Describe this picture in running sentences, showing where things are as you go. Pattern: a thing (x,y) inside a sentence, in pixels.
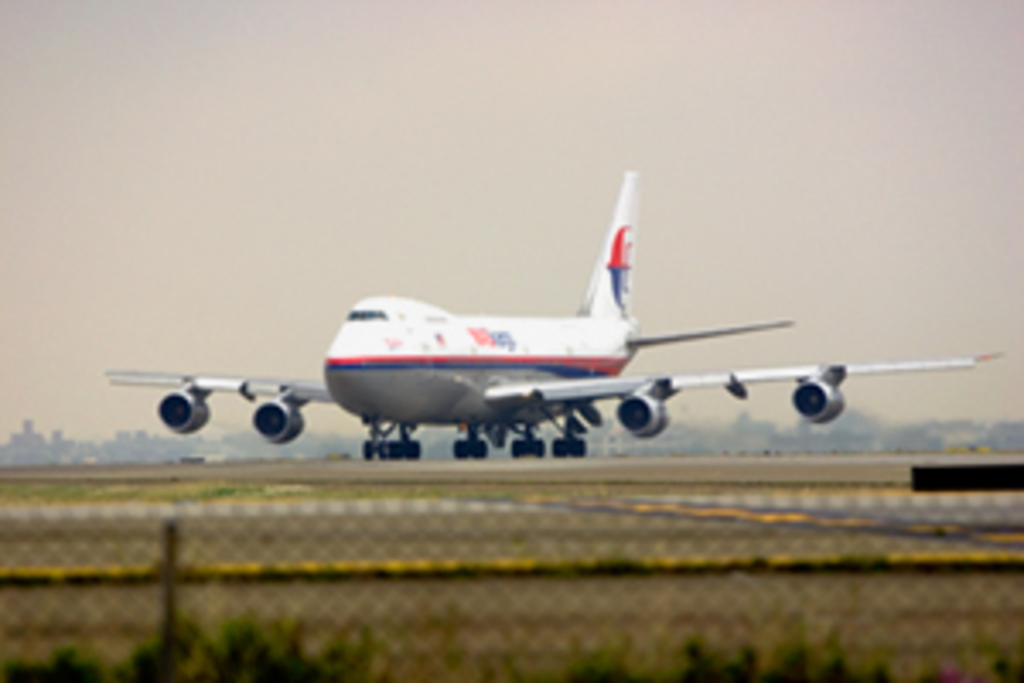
In this image in the center (518,373) there is one airplane (474,373), and at the bottom (352,604) there is road (397,606) plants (155,650) and net (696,556). In the background (90,441) there are some objects (833,444), at the top of the image (400,224) there is sky (422,217).
